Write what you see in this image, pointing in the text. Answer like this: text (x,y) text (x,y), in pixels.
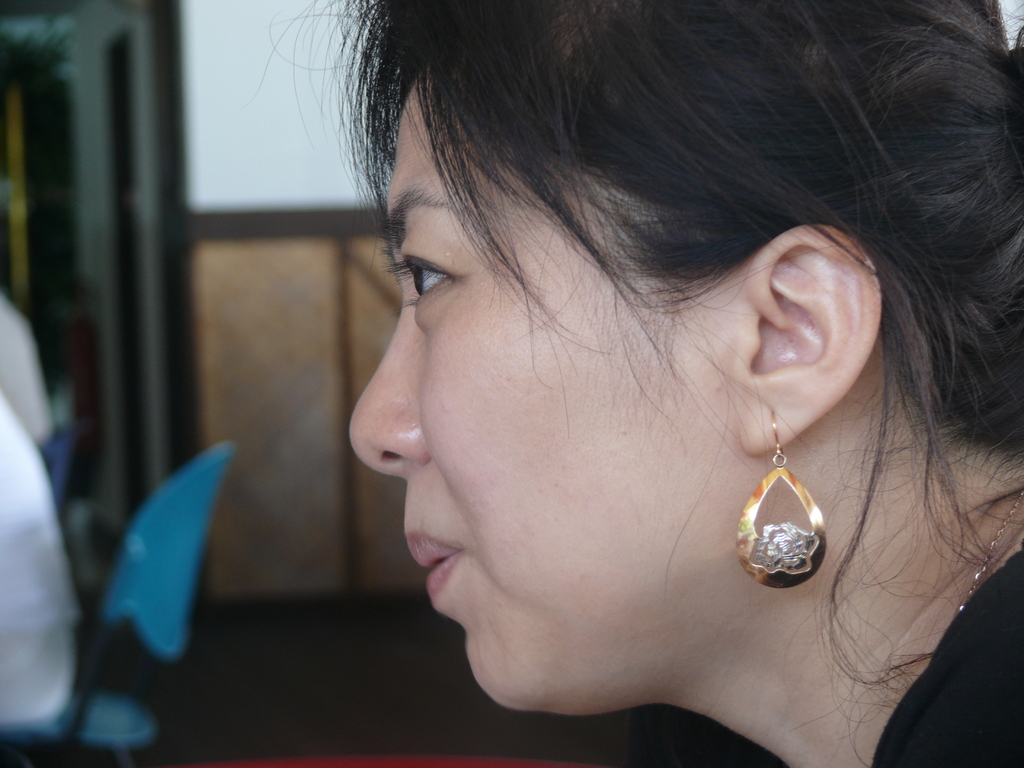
In this image, we can see a person face (659,284). There is a chair (170,553) in the bottom left of the image (147,557). In the background (197,402), image is blurred.
